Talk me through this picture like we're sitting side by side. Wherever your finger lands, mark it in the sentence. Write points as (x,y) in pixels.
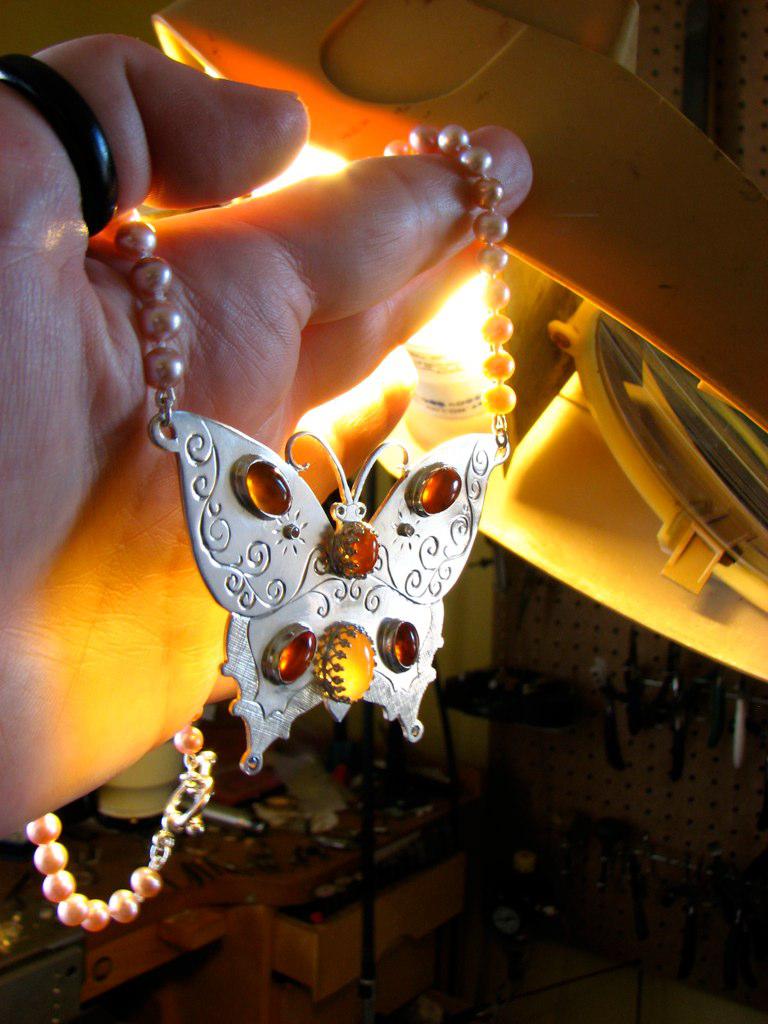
Here we can see a person hand (145,424) and on the fingers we can see a chain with a butterfly locket (241,596) and to the thumb finger (65,153) there is a black ring (82,188). In the background (180,964) we can see a light (606,428), some objects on the table (426,882) and we can see a rack (699,732) and tools (728,885) over here at the bottom (627,854).
